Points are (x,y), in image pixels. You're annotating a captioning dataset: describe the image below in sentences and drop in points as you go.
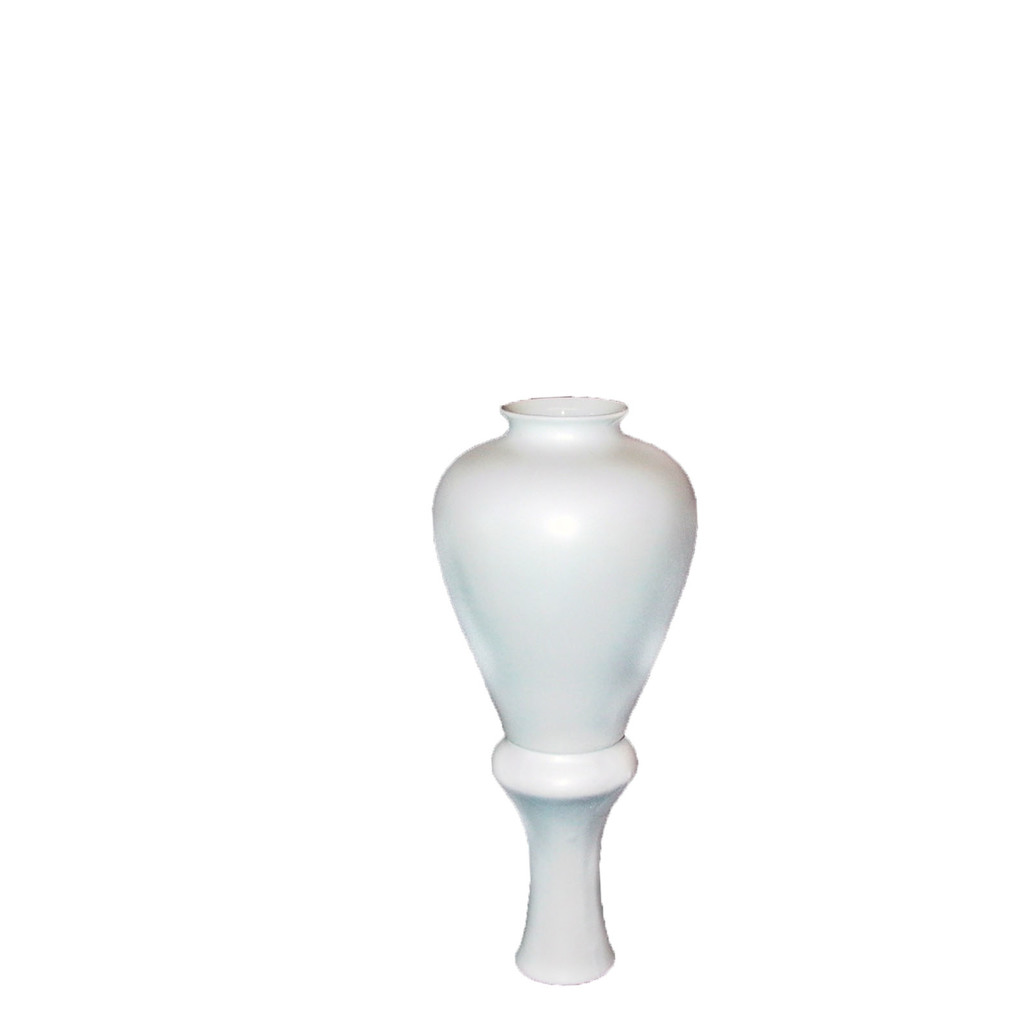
In this image we can see a white color object (497,666).
